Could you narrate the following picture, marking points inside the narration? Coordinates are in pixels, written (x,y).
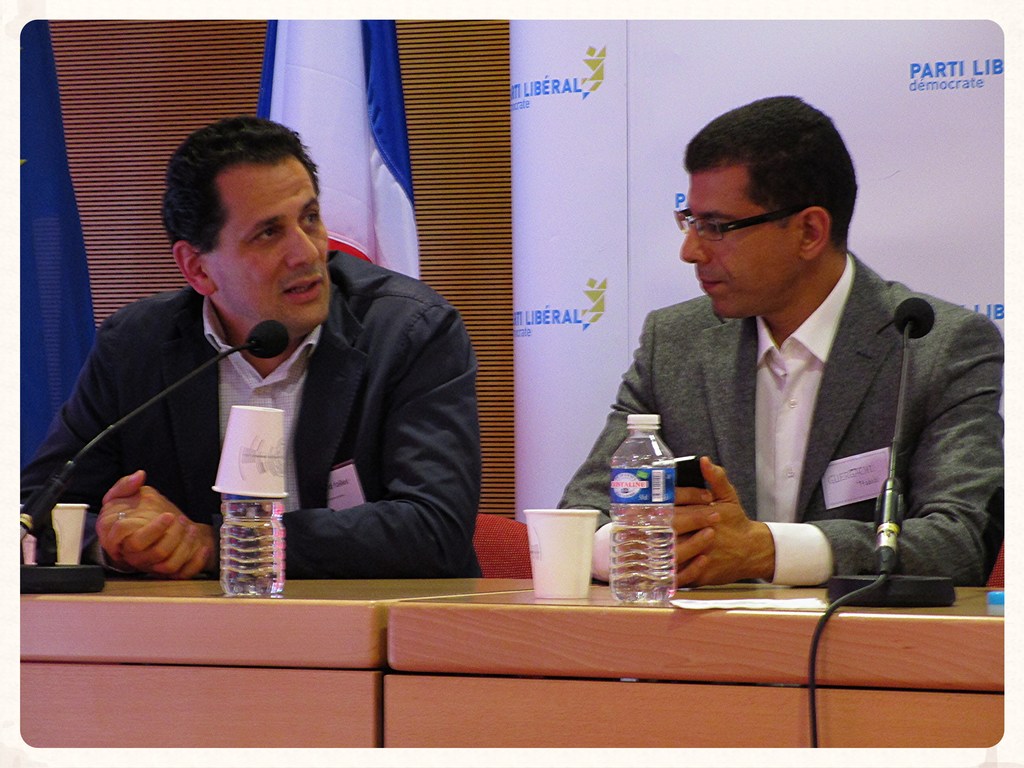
In this picture couple of them (789,378) seated on the chairs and I can see couple of water bottles (280,539), few glasses (257,477) and couple of microphones (859,583) and a paper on the tables (955,664) and I can see couple of flags (405,210) in the back (544,99) and an advertisement board (678,128) with some text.
